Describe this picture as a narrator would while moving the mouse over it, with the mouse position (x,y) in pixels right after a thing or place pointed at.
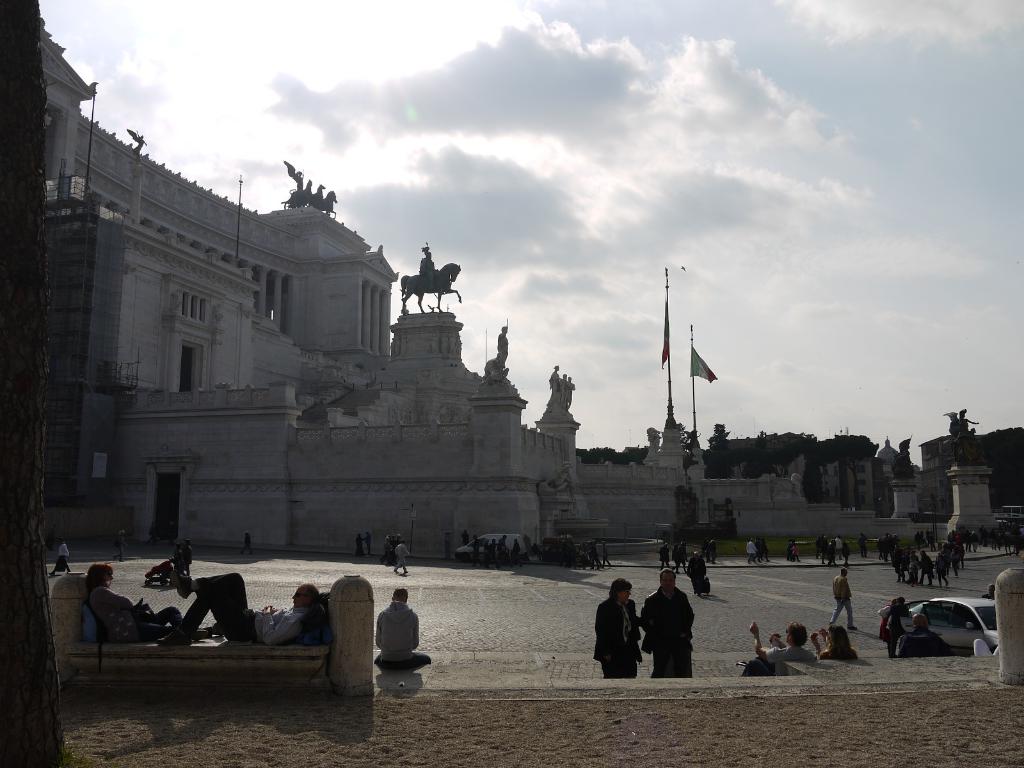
This picture is clicked in the historical place (571,521). In the middle of the picture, we see many people (848,629) walking and standing on the road (450,608). AT the bottom of the picture (477,706), we see sand (429,719) and two people (226,613) are lying on the bench (260,650). In the right bottom of the picture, we see the car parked on the road (437,621). Beside these people (934,573), we see a building (151,324) in white color. We even see flags (669,341). There are trees (809,444) in the background (719,457). At the top of the picture (736,126), we see the sky (823,90) and the sun (318,34).
